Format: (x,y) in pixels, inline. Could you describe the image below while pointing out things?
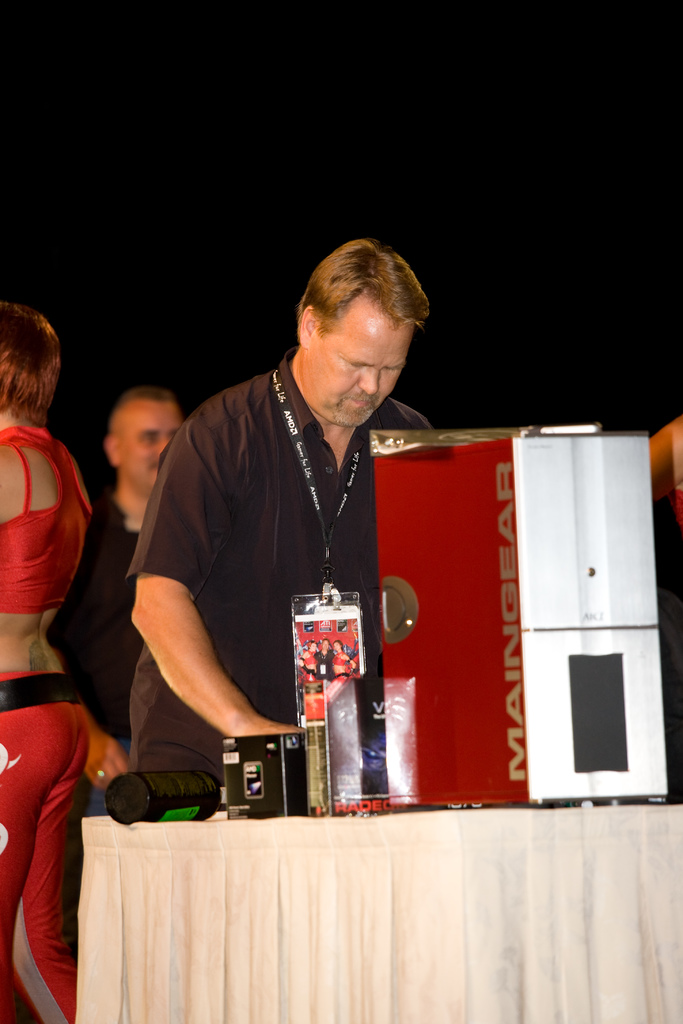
In this image we can see a man (303,484) is standing. He is wearing black color shirt (303,484). In front of him table (318,879) is there. On table (578,875) machine (480,728) and things (256,776) are present. Behind the man (284,729) one more man (111,422) and lady (55,752) is standing.
